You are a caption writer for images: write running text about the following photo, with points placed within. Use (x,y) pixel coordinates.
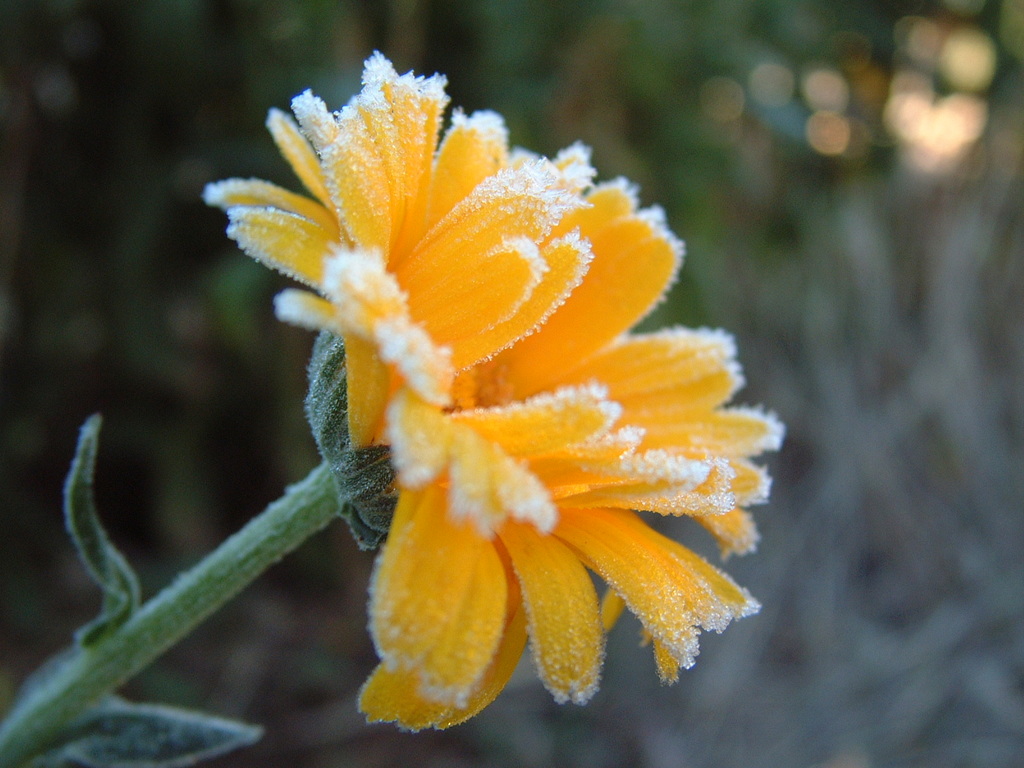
In this picture we can see a yellow flower (546,238), leaves (88,754) and a stem (298,497). Background (799,138) is blurry.
